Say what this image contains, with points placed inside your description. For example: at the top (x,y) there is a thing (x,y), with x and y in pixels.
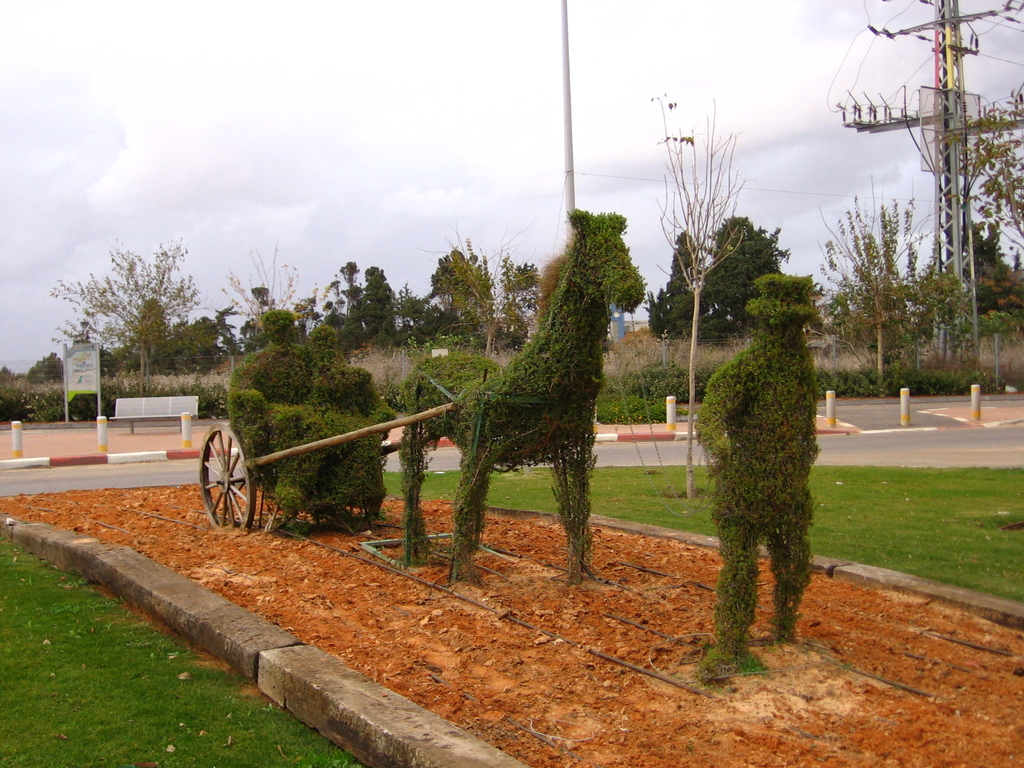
In the center of the image (544,386) we can see plants (468,441). In the background (20,415) we can see road (145,481), trees (657,315), poles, sky (664,236) and clouds (304,118).
